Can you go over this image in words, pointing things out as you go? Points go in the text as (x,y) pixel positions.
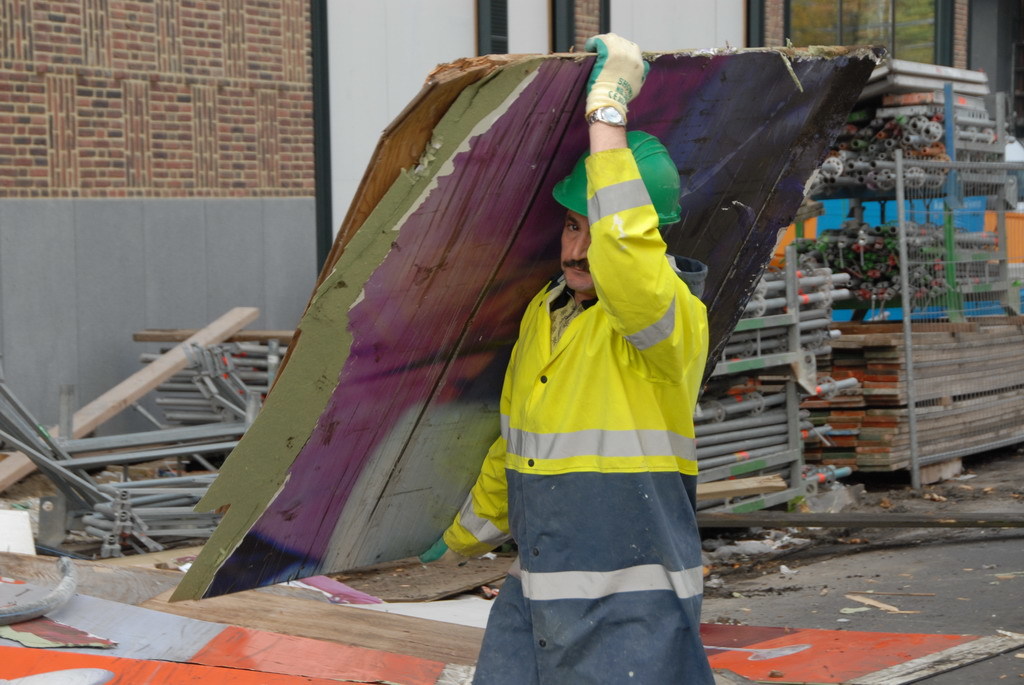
In this picture I can see there is a man (557,350) holding wooden planks (378,415) and there are few iron frames (160,500) in the backdrop (869,453) and wooden planks (869,453), there is a window (902,45) and there is a brick wall (62,186).
